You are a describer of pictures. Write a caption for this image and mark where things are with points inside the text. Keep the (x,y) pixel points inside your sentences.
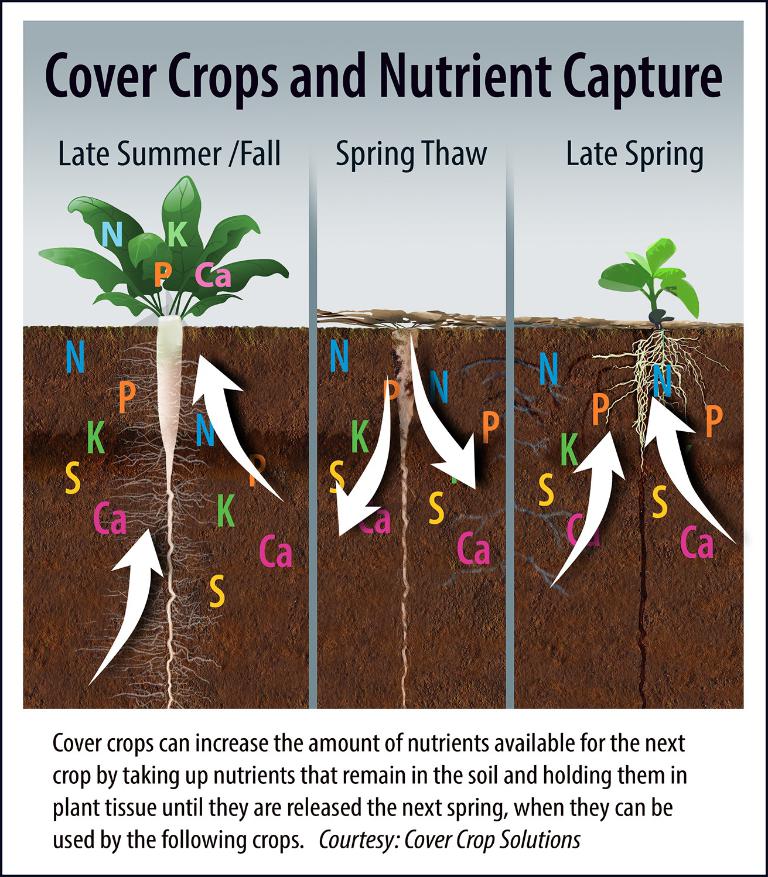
As we can see in the image there is a paper (477,511). On paper (306,479) there is drawing (201,318) of plant (180,261), roots (634,366) and there is something written.
